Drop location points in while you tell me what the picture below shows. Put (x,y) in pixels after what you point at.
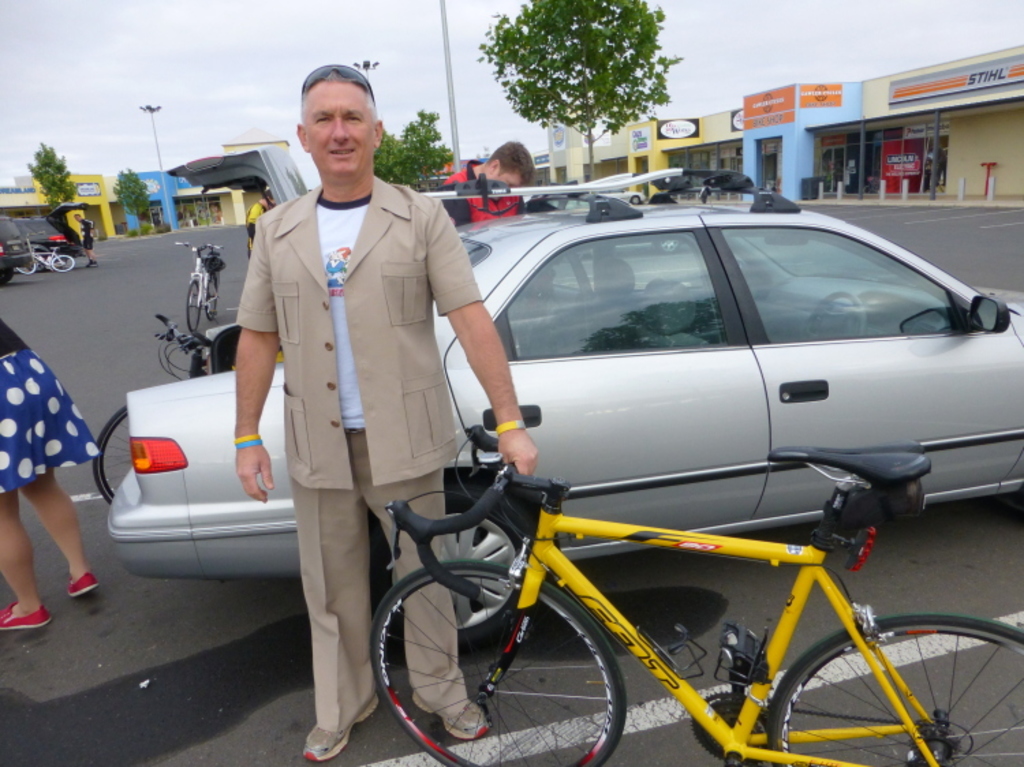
In the foreground (391,318) I can see a person (367,376) is holding a bicycle (558,565) in hand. In the background (827,313) I can see a group of people (64,417) and vehicles (679,436) on the road (825,633). At the top (641,58) I can see shops (712,150), buildings (978,144), trees (501,71), poles (449,52) and the sky (275,43). This image is taken may be on the road (680,655).
